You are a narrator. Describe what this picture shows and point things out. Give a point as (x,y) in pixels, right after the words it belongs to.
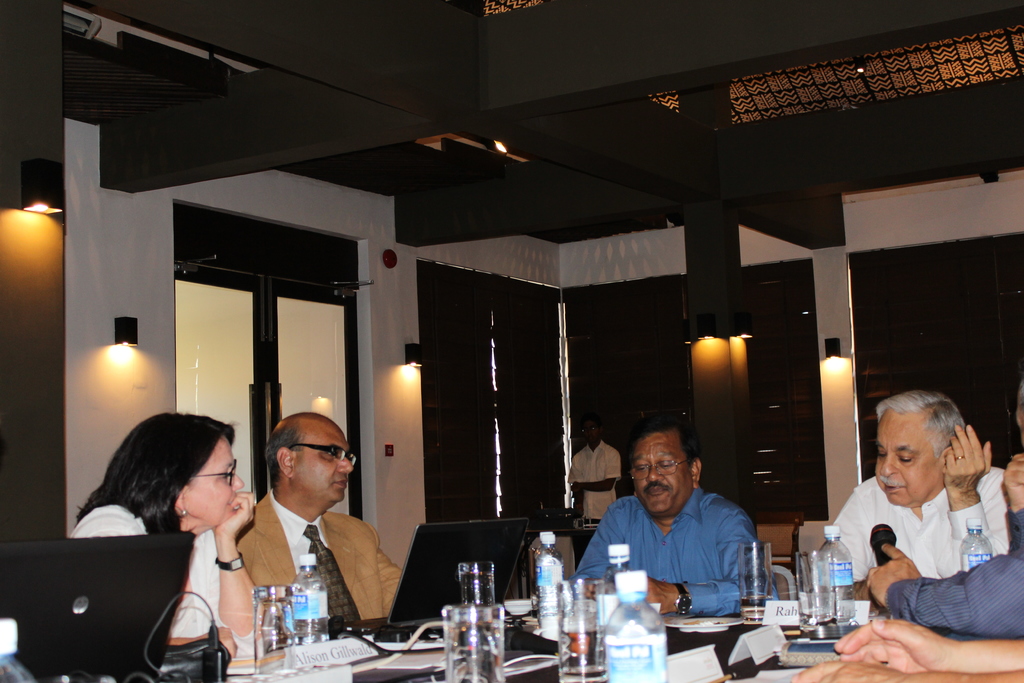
In this image, there is a table (776,661) on that table (749,675) there are some bottles (612,613), there are some glasses (488,648) and there are some laptops (458,591) which are in black color kept on the table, there are some people (386,578) sitting on the chairs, in the background (602,382) there are some black color doors (535,369).
